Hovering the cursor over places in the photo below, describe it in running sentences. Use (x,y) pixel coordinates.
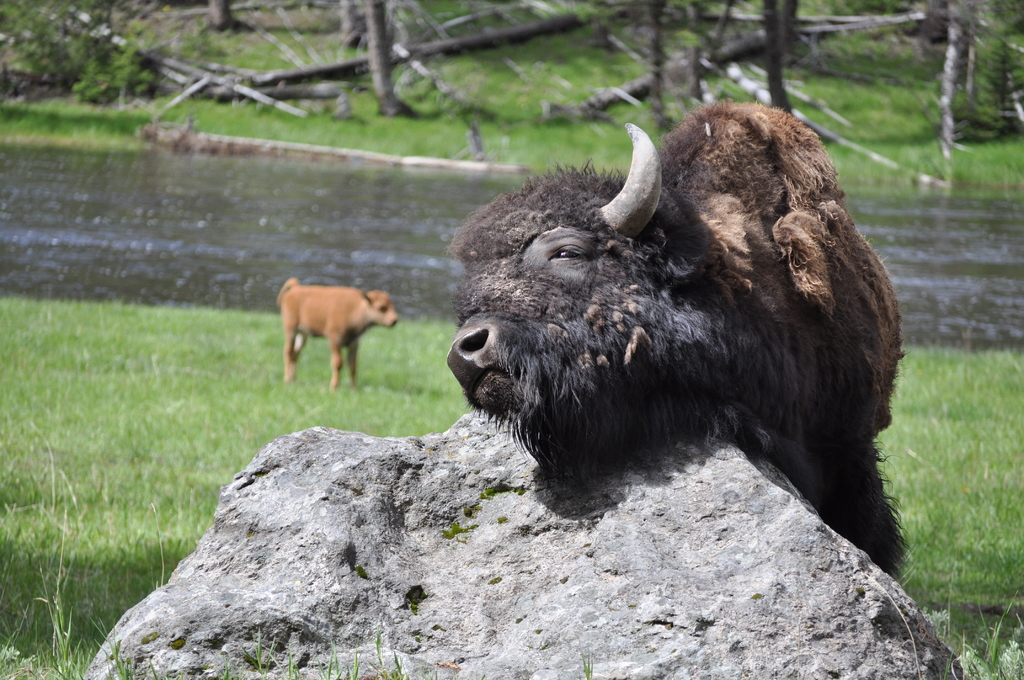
In the center of the image (665,315) there are animals (680,308). At the bottom (403,605) there is a rock (256,560) and grass (124,483). In the background (58,249) there is water (229,204) and trees (380,78).
